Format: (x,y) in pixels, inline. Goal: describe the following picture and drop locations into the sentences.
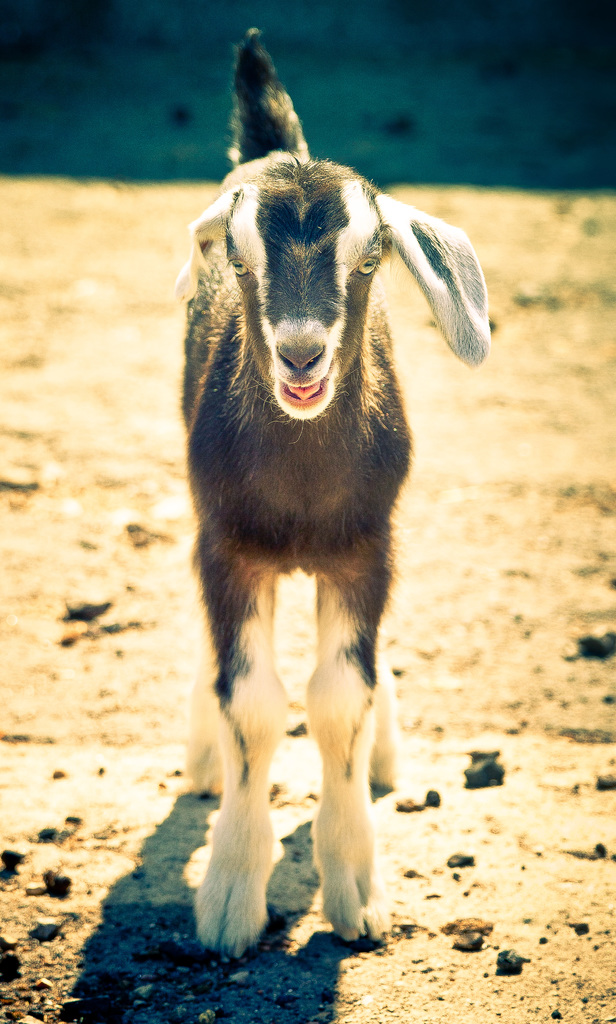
In this picture I can see a goat (294,437), and there is blur background (360,44).
